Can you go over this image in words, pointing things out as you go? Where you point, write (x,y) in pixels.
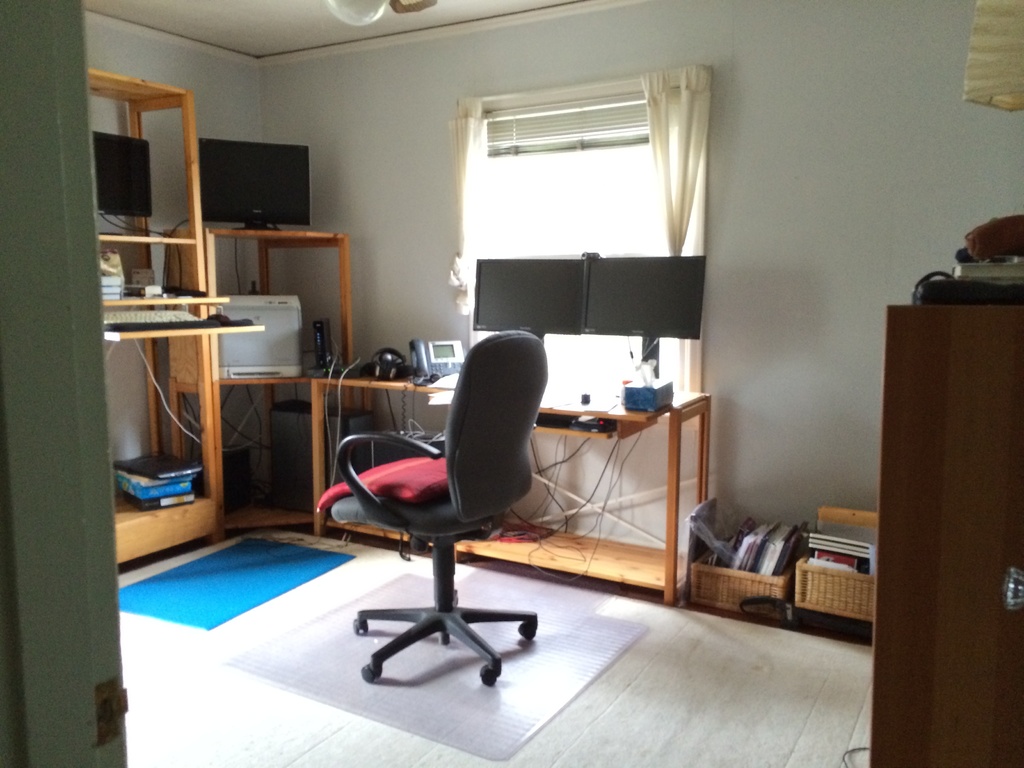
This picture describes about inside of the room (551,355), in this we can find a chair (409,517), and few monitors (261,166) on the table (576,396), and also we can see printer (292,325), keyboards (155,317), landline (451,372) and some other things (230,324) on the table (193,362), beside to the monitors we can see curtains (661,107), and few things (846,552) in the baskets (781,581).
